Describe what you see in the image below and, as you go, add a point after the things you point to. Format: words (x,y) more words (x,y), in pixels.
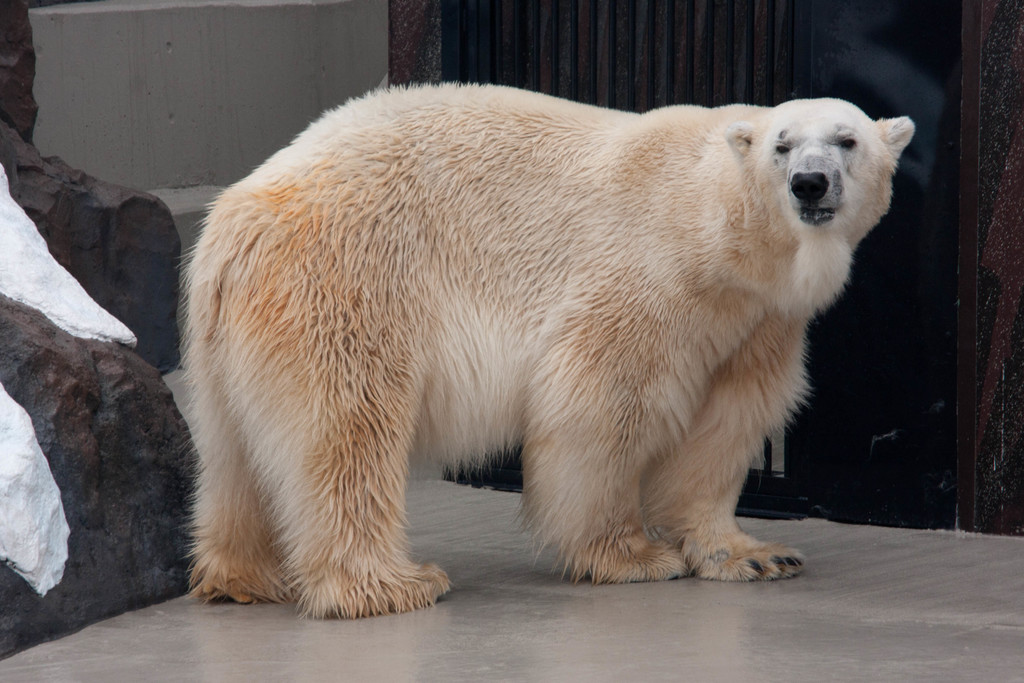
In front of the image there is a polar bear (463,289). On the left side of the image (131,368) there is snow (79,294) on the rocks (168,326). In the background of the image (251,157) there is a wall (329,37). At the bottom of the image (635,641) there is a floor (710,663).
